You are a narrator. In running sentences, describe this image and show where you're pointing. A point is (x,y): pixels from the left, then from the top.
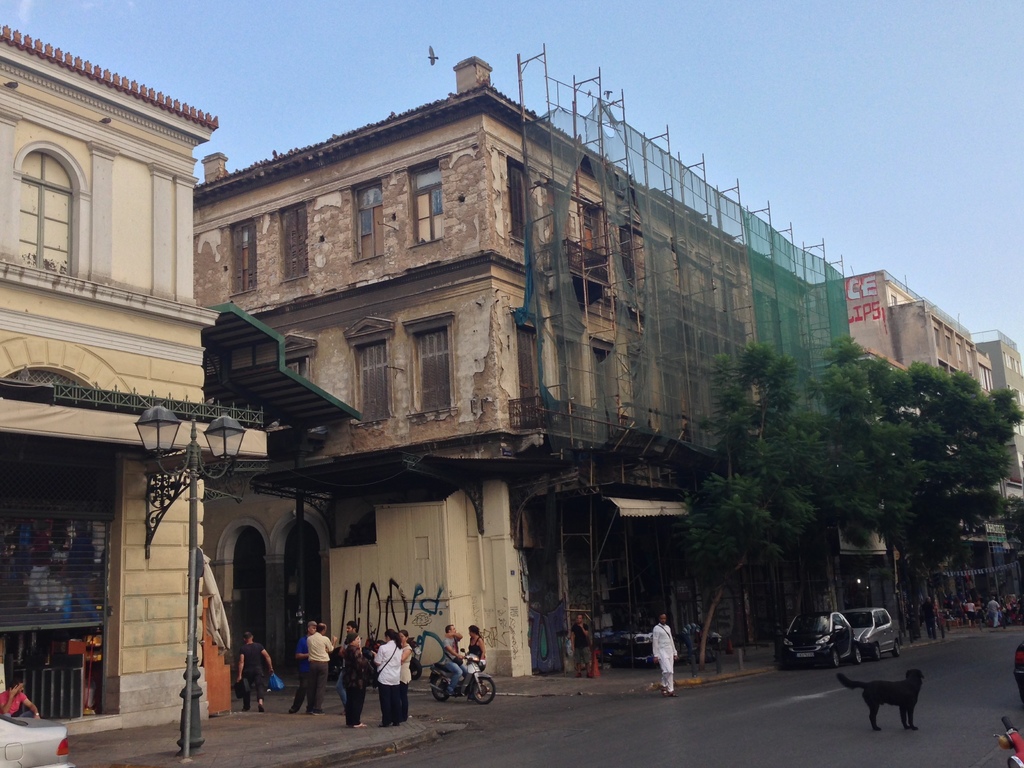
This picture is clicked in the city. At the bottom (689,728), we see the road (727,727) and a black dog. We see the cars (876,638) parked on the road (646,724). In the middle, we see the people (386,667) are standing. We see a man (446,648) riding a bike (472,679) and beside him, we see many people (365,673) are standing. In the middle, we see a man (662,627) is crossing the road (673,705). On the left side (180,369), we see a street light (169,438) and a building (139,602). We see a man (3,698) is sitting and we even see a car (19,724). There are buildings (520,437) trees (748,463) and a sheet (716,334) in the background (703,468). We even see the people (996,617) are standing in the background (1010,604). At the top (813,108), we see the sky (374,40) and the bird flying in the sky (388,60).
